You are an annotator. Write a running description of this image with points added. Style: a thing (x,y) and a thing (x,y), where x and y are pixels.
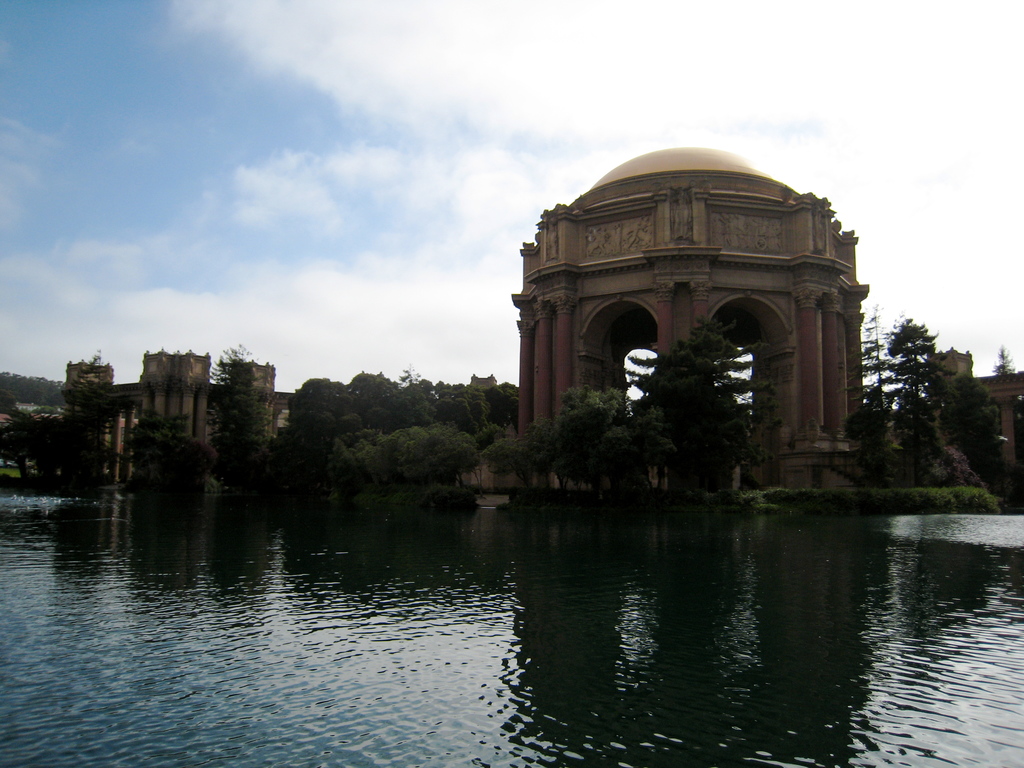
In this picture we can see water (498,623), plants (668,496), trees (999,448), and forests (552,431). In the background (499,362) there is sky (353,162) with clouds (467,261).
